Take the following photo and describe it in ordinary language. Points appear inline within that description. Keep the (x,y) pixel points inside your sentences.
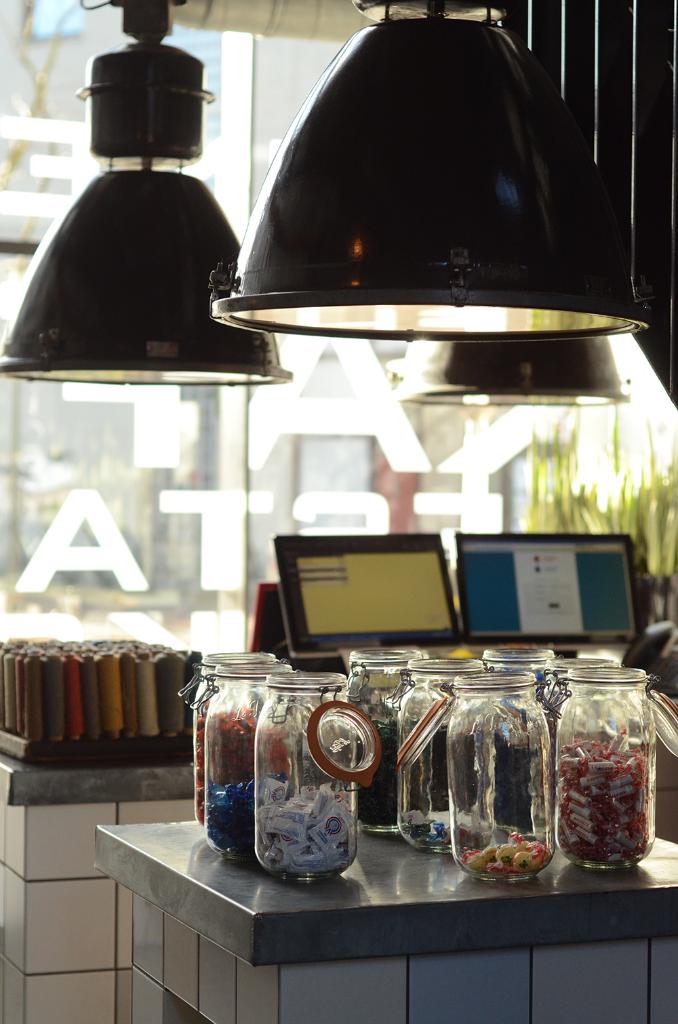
In this picture I can see there are few jars (487,767) placed on the table (615,872) and the jars (242,744) have candies (333,802) and in the backdrop (573,585) there are two monitors (514,608) and there is a glass (181,510).
